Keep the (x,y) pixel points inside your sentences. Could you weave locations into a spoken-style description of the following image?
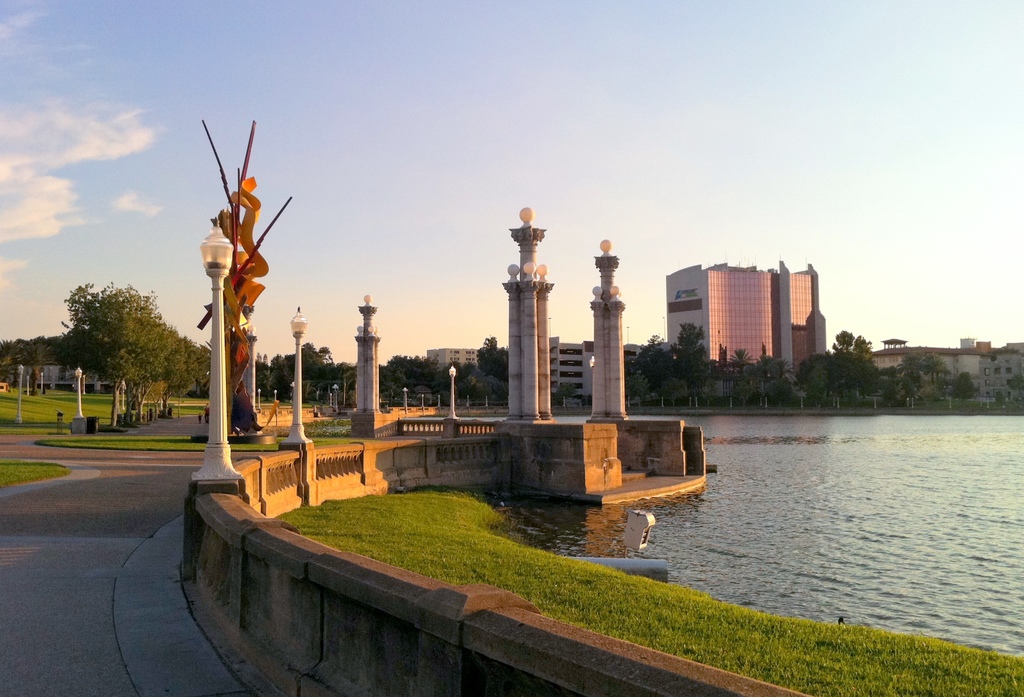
This picture shows few buildings (734,320) and we see trees (322,367) and a few poles (374,328) with lights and we see grass (425,515) on the ground (545,594) and water (804,453) and a blue cloudy Sky (719,164) and we see a statue (253,207).
